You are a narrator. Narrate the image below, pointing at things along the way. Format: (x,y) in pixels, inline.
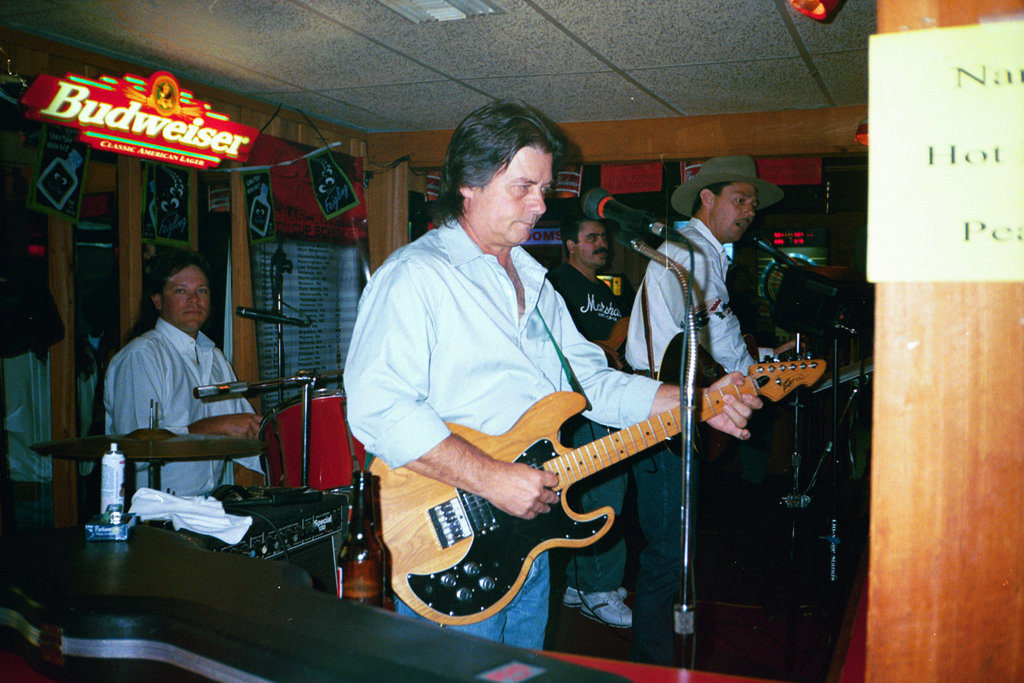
This picture is clicked inside a room (250,472). There are few people (501,311) standing. The man (211,372) to the left corner (173,385) is sitting. The man (451,377) in the center (463,378) is playing a guitar (499,529). The man (669,319) beside him is singing. In front of them there are microphones (785,255). There is another man (612,301) behind them. In the image there is wall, tablecloth (188,526), drums (299,479), audio mixer (317,511) and cables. To the right corner of the image (944,492) there is wall (938,477) and on it a poster (967,165) is sticked. In the background (84,194) to the wall (200,173) there are posters (47,165) hanging.
